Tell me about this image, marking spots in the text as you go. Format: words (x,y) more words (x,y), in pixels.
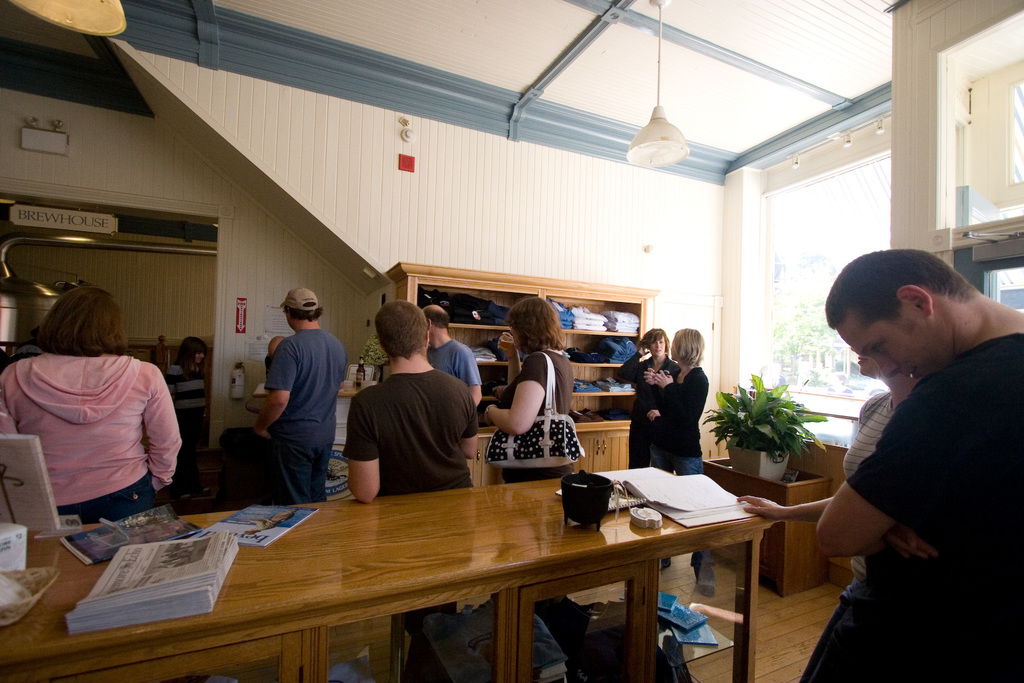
It is a room (248,349) we are having so many people (533,397) in them, one woman (527,409) is carrying a bag (535,449) and a woman (93,447) is wearing a pink shirt (112,448) and there is a table (438,557) upon that there are newspapers (176,602), cups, books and there is one wooden stand (771,486) on that we having a plant (750,447) and the glass window (774,324) is there, through the glass window (812,363) we can see the trees (814,326) outside and one lamp (665,153) is hanging from the roof (655,40), a person (325,337) is wearing a cap (297,291). Here we having a wooden shelf (621,439) filled with clothes (597,349) in them.
